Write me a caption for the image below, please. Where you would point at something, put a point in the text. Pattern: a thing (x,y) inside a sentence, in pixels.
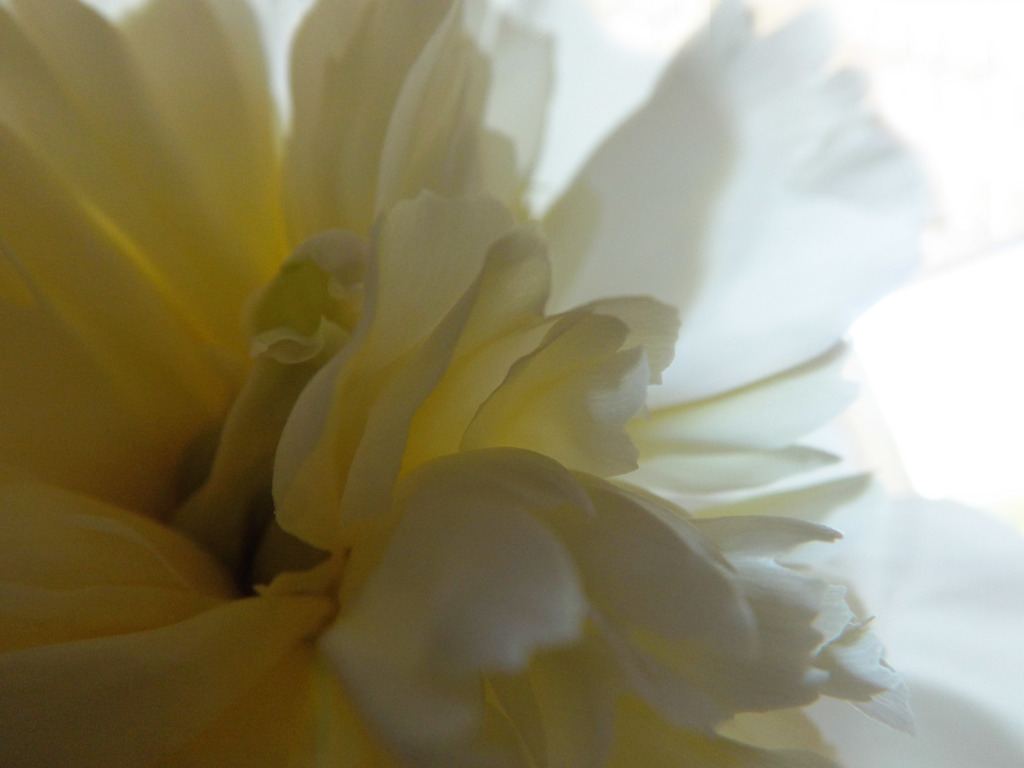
In the image there is a white flower (725,389).
